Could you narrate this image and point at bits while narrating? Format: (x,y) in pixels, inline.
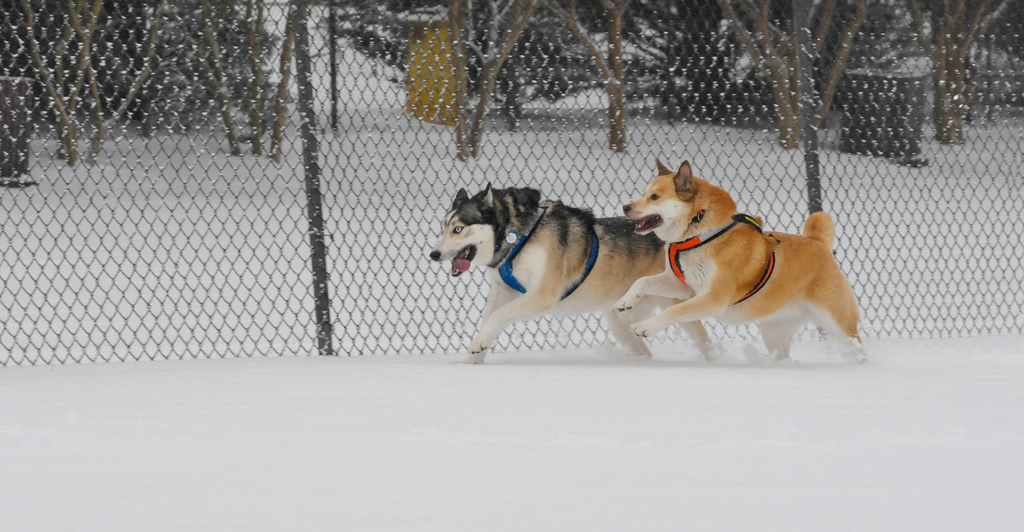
In this image, we can see husky (554,290) and dog (806,281) are running on the snow (223,442). In the background (406,286), we can see mesh (960,250), poles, trees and few objects (428,71).
